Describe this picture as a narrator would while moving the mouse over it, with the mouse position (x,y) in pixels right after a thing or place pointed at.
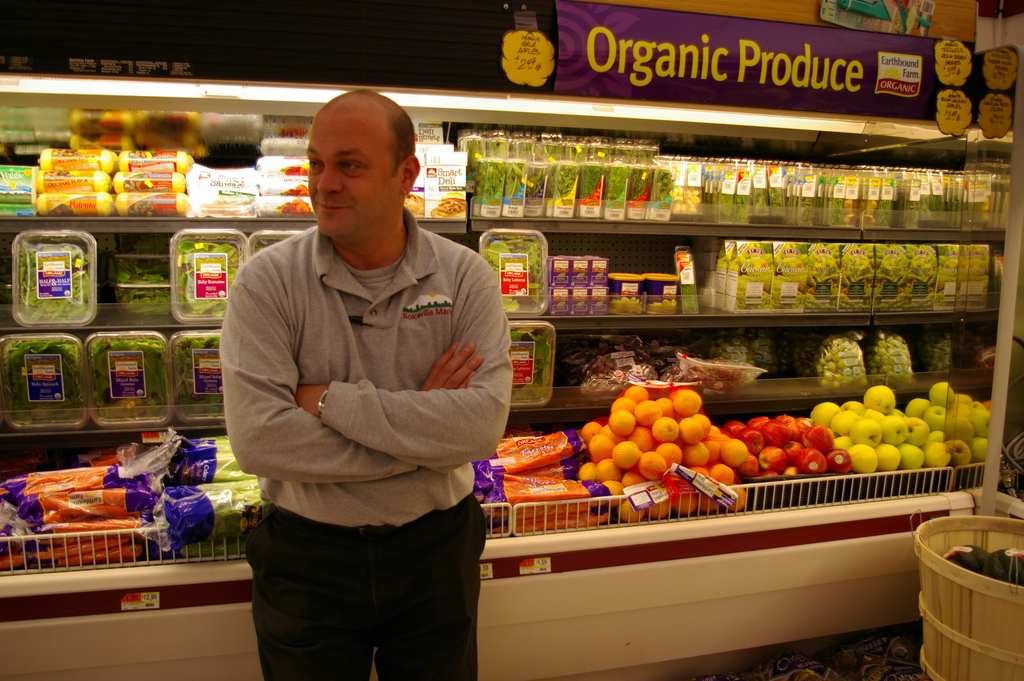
In this image in front (425,513) there is a person (375,396). Behind him there are fruits (626,447), vegetables (522,336) and some other objects (165,206) on the rack (699,238). On the right side of the image (1019,664) there is a bucket (982,517). Inside the bucket (957,612) there are few objects (960,553).
